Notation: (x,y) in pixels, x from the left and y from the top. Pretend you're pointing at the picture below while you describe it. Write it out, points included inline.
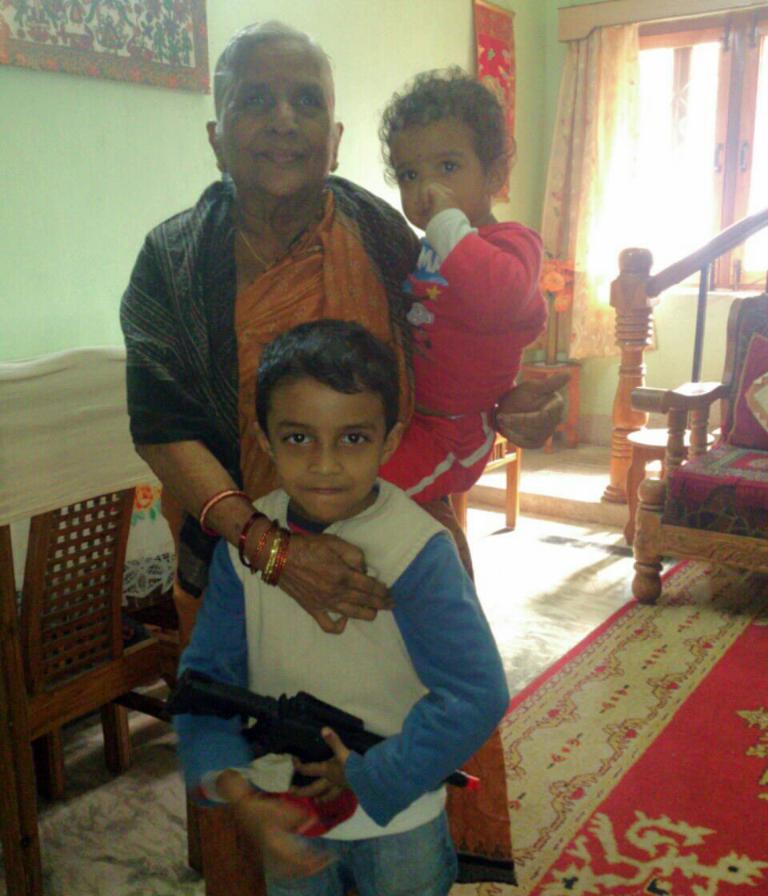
In this picture there is a woman (281,189) she holds a baby (467,261) in her hands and there is a boy (285,429) in front of her he holds a toy gun (223,702), and we can see a carpet (623,675) and sofa (723,467) and curtains (589,208) too and we can see table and chairs (66,540).
